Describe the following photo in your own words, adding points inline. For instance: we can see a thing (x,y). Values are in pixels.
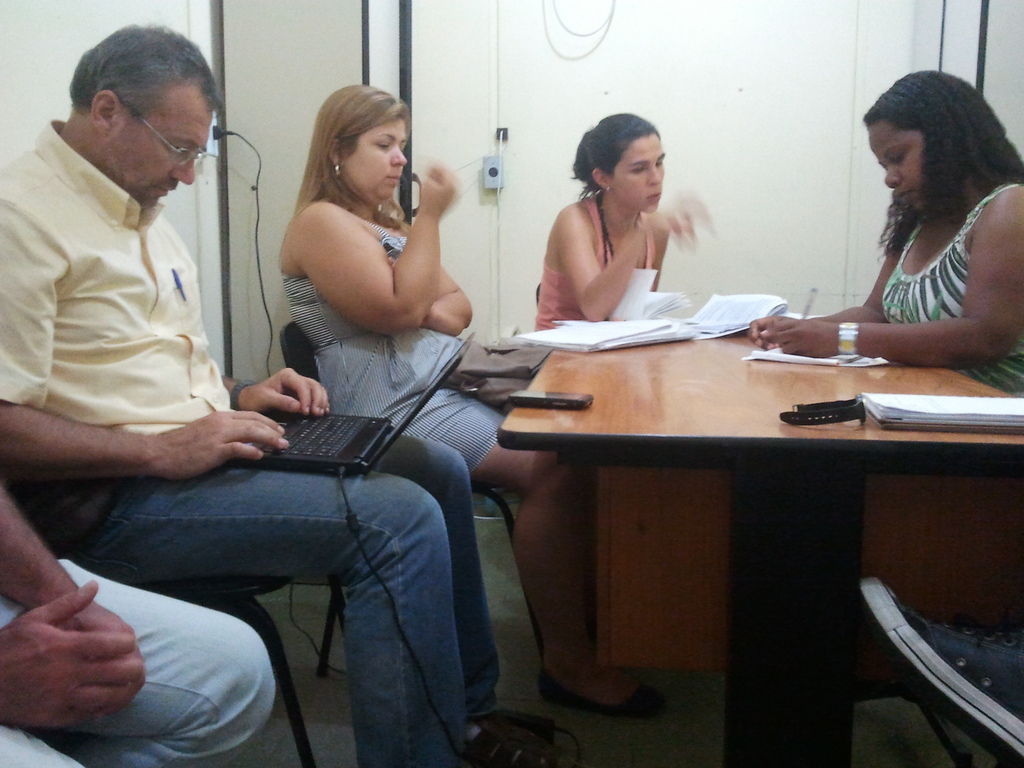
This is the picture of five people (121,441) sitting on the chair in front of the table (730,365) on which there are some papers (847,360), pens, watch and a phone (534,399) and among them a man (414,464) is holding the laptop (315,425).
